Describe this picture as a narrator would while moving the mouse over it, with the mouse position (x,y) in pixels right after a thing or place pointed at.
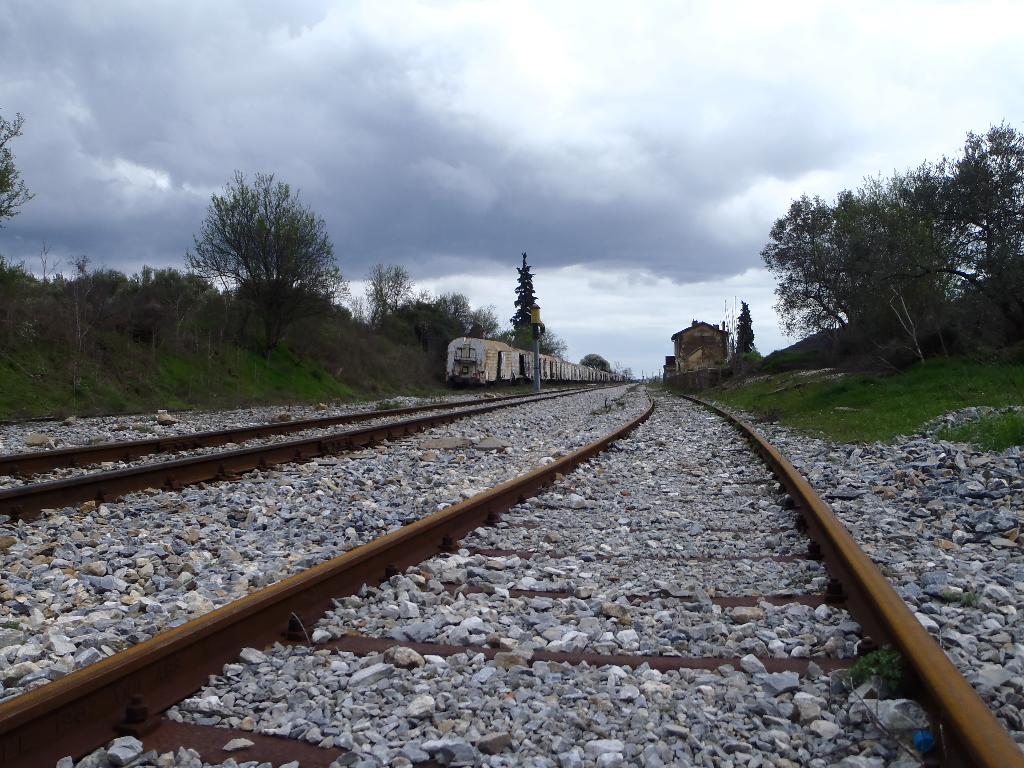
At the bottom of the picture (549,614), we see the concrete stones (488,595) and the railway tracks (440,513). On the right side (786,383), we see the grass (973,360), trees (995,313) and a building (706,359). In the middle (535,368), we see a pole (534,332). There are trees (380,333) and building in the background (419,340). At the top (428,208), we see the sky (504,133) and the clouds (580,154).
